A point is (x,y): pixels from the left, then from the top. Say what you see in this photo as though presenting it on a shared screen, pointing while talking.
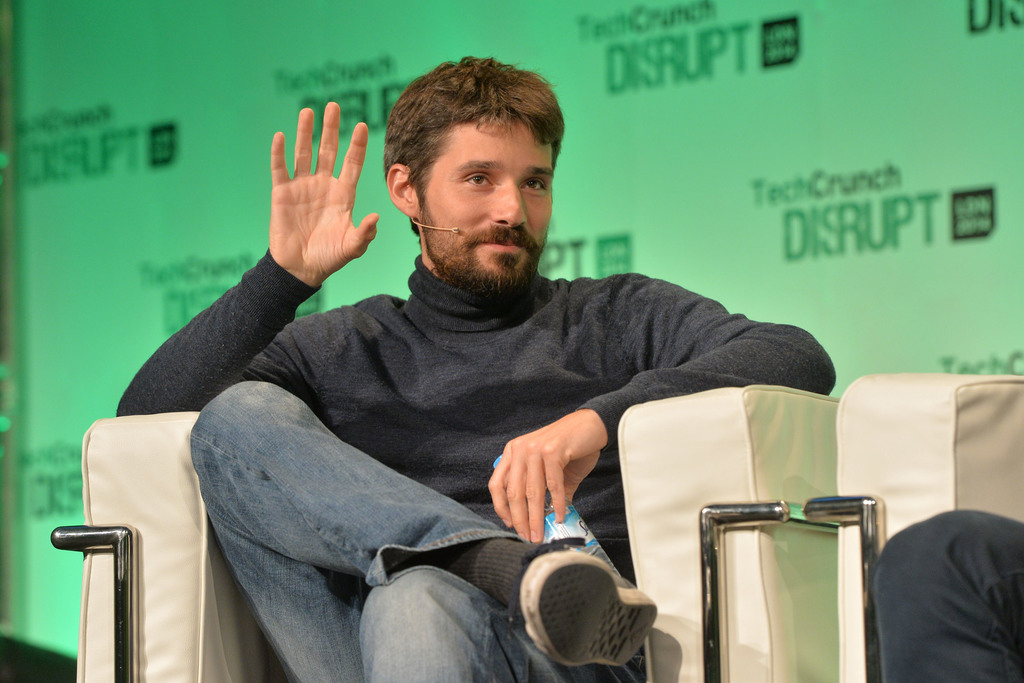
In this image I can see a person (503,360) wearing black dress (453,408) and blue jeans (327,496) is sitting in a cream colored couch (216,578) and holding a water bottle (565,529). In the background (87,242) I can see the green colored surface (125,243). To the right side of the image (920,544) I can see another person (938,557) sitting on a couch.
